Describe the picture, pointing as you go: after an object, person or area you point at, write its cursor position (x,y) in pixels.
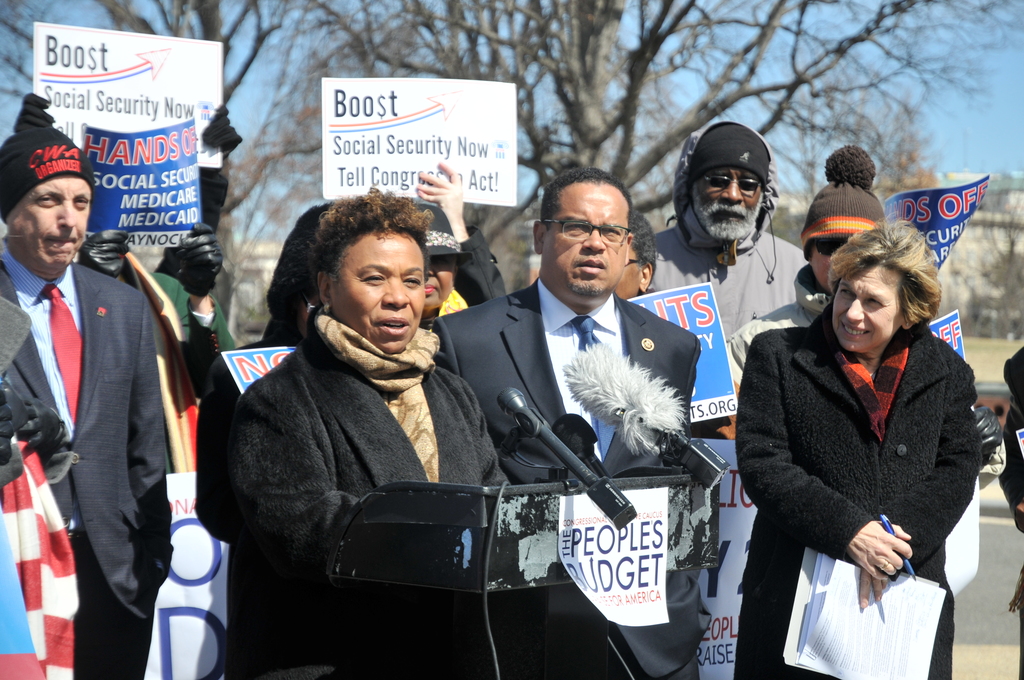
In this image we can see so many trees (1010,279), one woman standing near the podium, one poster (632,595) attached to the podium (450,584), one podium (491,570) with microphone (564,457), some people (46,460) are standing and holding different objects (398,139). Some objects (990,389) are on the surface (1003,356) and at the top (983,119) there is the sky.
